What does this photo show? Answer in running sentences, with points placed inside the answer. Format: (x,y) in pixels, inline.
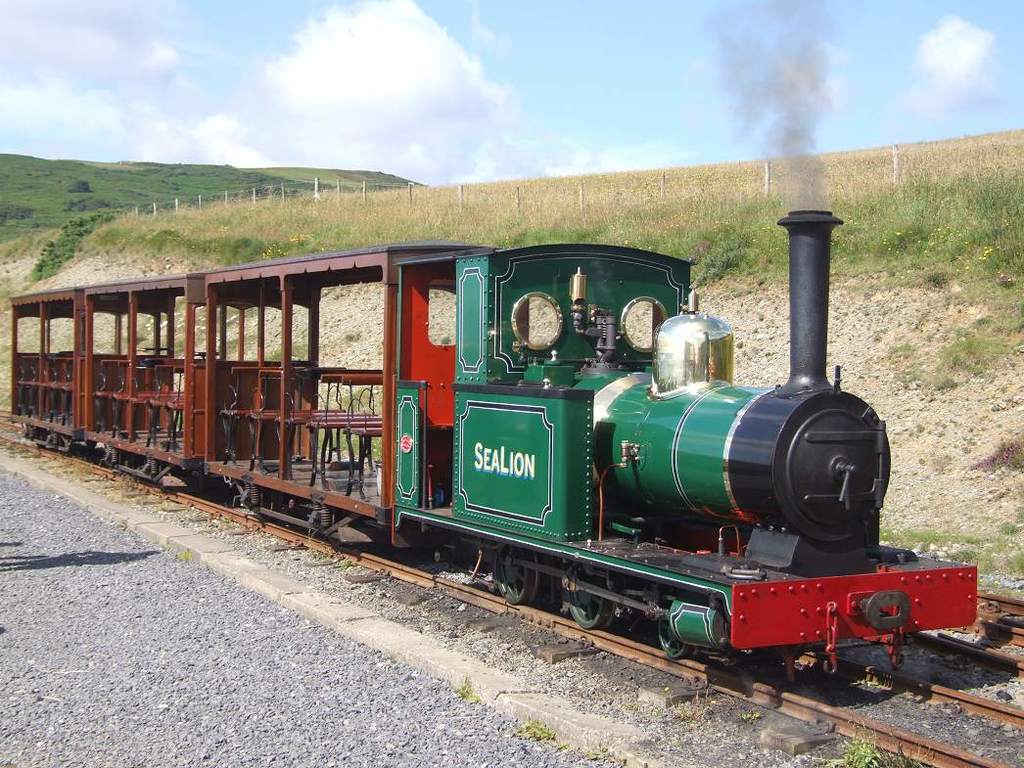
This is an outside view. Here I can see a train (74,351) on the railway track (775,698). On the ground (232,700), I can see the stones (187,634). In the background (295,236) there are many plants (454,198) and trees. On the left side (181,182) there is a hill (268,174). At the top of the image (581,59) I can see the sky (460,58) and clouds (373,99).
